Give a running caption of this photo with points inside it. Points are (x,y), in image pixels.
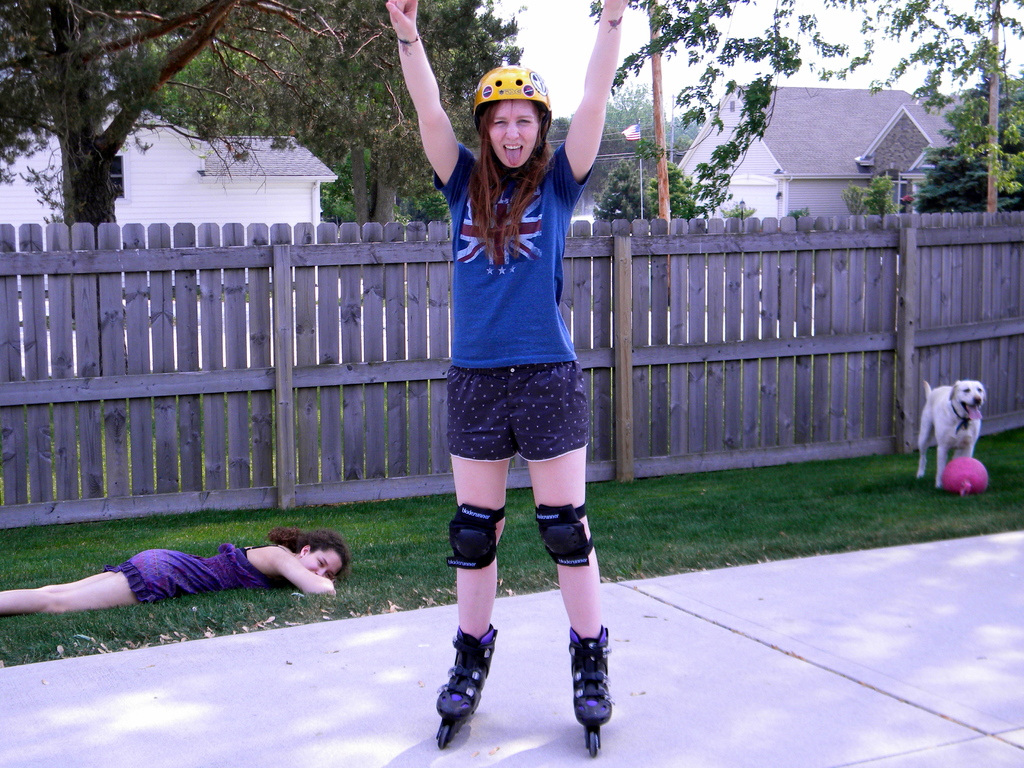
In this image there is a road (130,660) at the bottom (115,662). There is a person (51,609) sleeping on the left corner (122,570). There is a dog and an object (957,488) on the right corner (973,488). There is a person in the foreground (587,578). There is a wooden fence (692,349), there are buildings (145,168) and trees (380,122) in the background (402,130). And there is sky (783,88) at the top (584,59).
